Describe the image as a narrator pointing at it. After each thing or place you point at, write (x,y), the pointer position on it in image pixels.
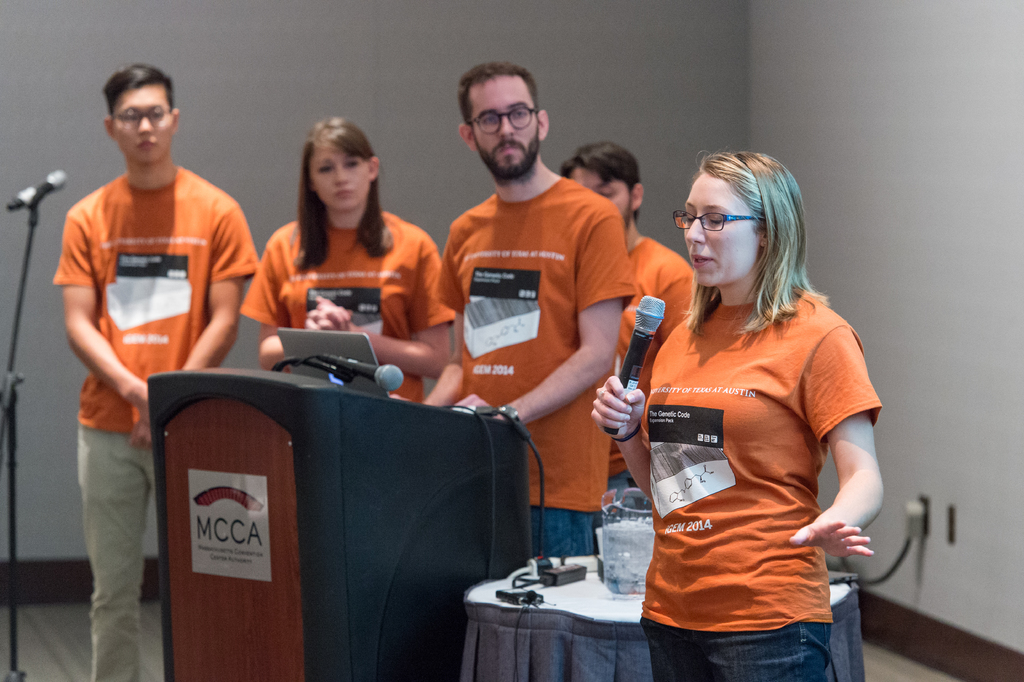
In this image there is a woman (710,285) holding a mic (644,353) in her hand (603,400) is speaking, beside the woman (691,442) there is a table (596,611), on top of the table (636,611) there is a glass jar (621,535) with water (615,565) in it and few adapters (586,576) on it, beside the table (567,594) there are a few people (410,234) standing, in front of them on the dais (421,414) there is a laptop (368,380) and a mic (351,377).
